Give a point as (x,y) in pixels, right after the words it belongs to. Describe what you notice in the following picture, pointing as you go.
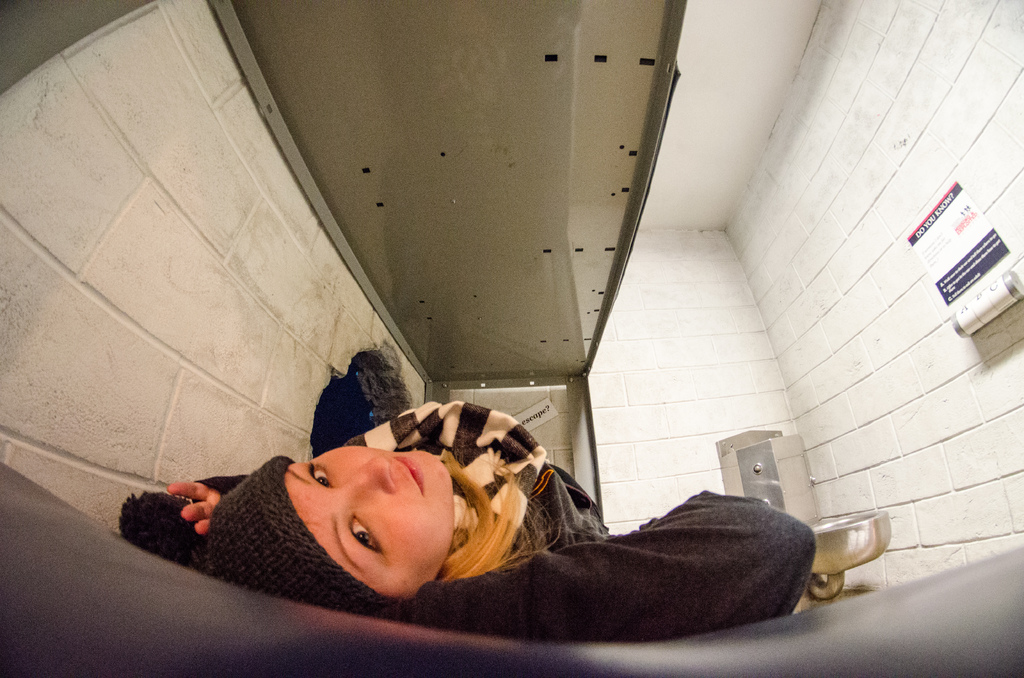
This is the inside picture of the building (622,422). In this image there is a person (459,485) lying near the toilet (868,524). In the background of the image (955,290) there is a poster (938,277) and some object (958,318) on the wall (952,422). At the bottom of the image (19,509) there is a bed (19,509).
